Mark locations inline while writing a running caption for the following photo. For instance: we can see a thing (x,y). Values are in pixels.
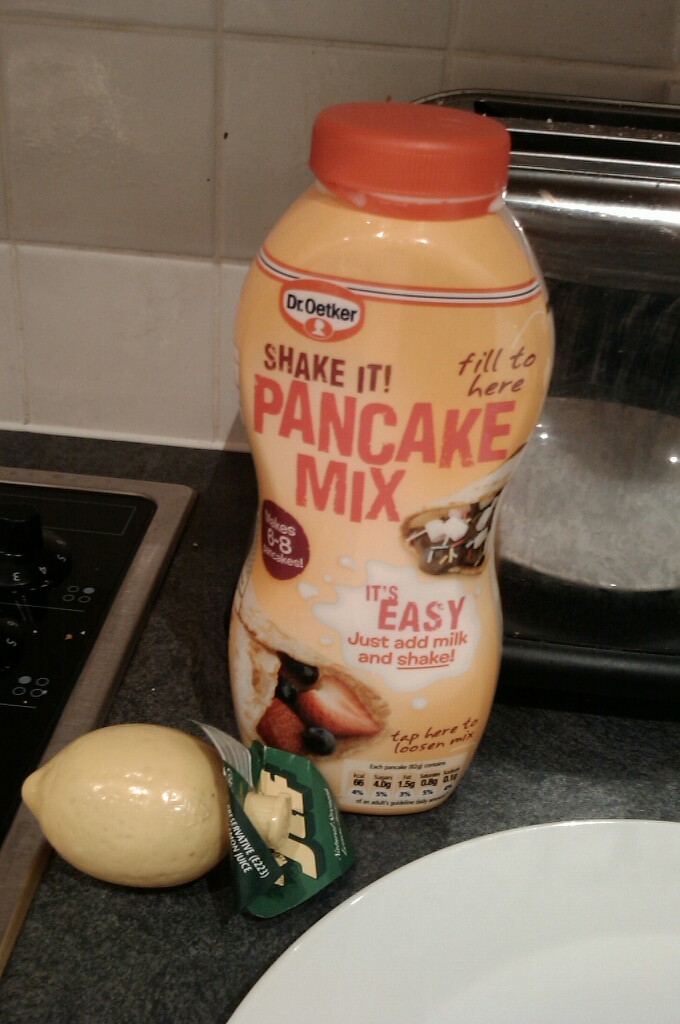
In this image, we can see a table (365,847). In the right corner of the table (379,824), we can see one edge (581,926) of a plate (538,900). In the middle of the table (355,887), we can see a lemon juice bottle (256,816) and a bottle (360,456). In the background of the table (566,787), we can see a stove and some metal instrument (665,221). In the background (297,134), we can see white color tiles (177,245).
